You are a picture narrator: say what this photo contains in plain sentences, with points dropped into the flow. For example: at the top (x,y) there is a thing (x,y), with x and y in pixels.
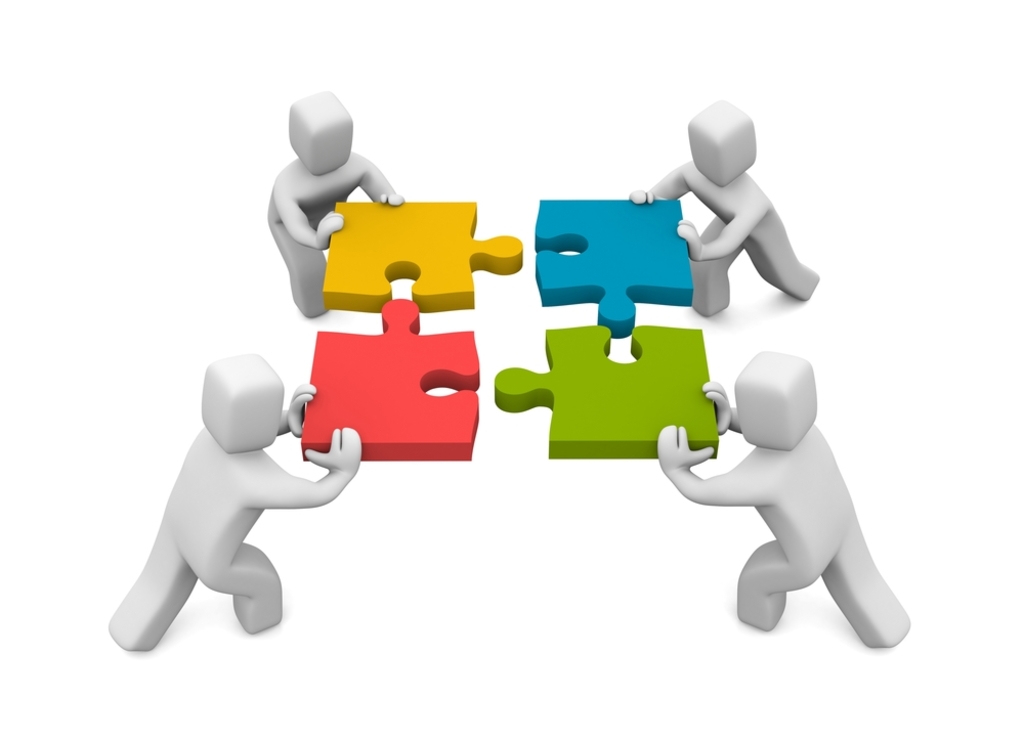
This is an animation and here we can see blocks (621,246) and people (286,208).
